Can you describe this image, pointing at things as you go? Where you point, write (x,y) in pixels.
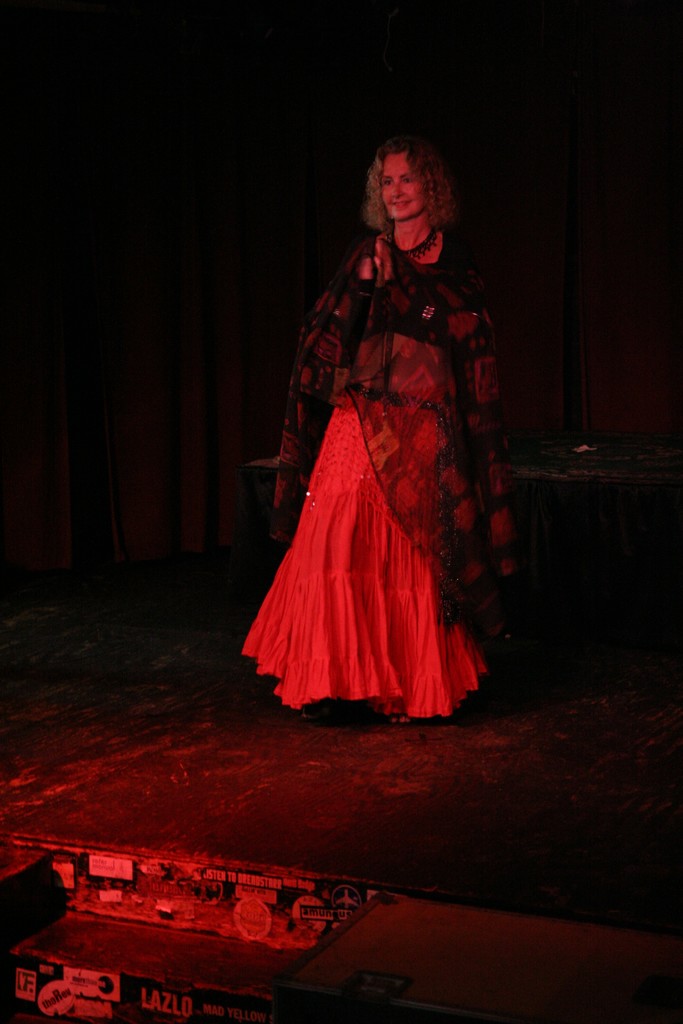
In this picture in the center (335,498) there is a woman (348,480) standing and smiling. In the front (90,887) there is an object (53,904) which is black in colour and there are boards (233,911) with some text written on it.
